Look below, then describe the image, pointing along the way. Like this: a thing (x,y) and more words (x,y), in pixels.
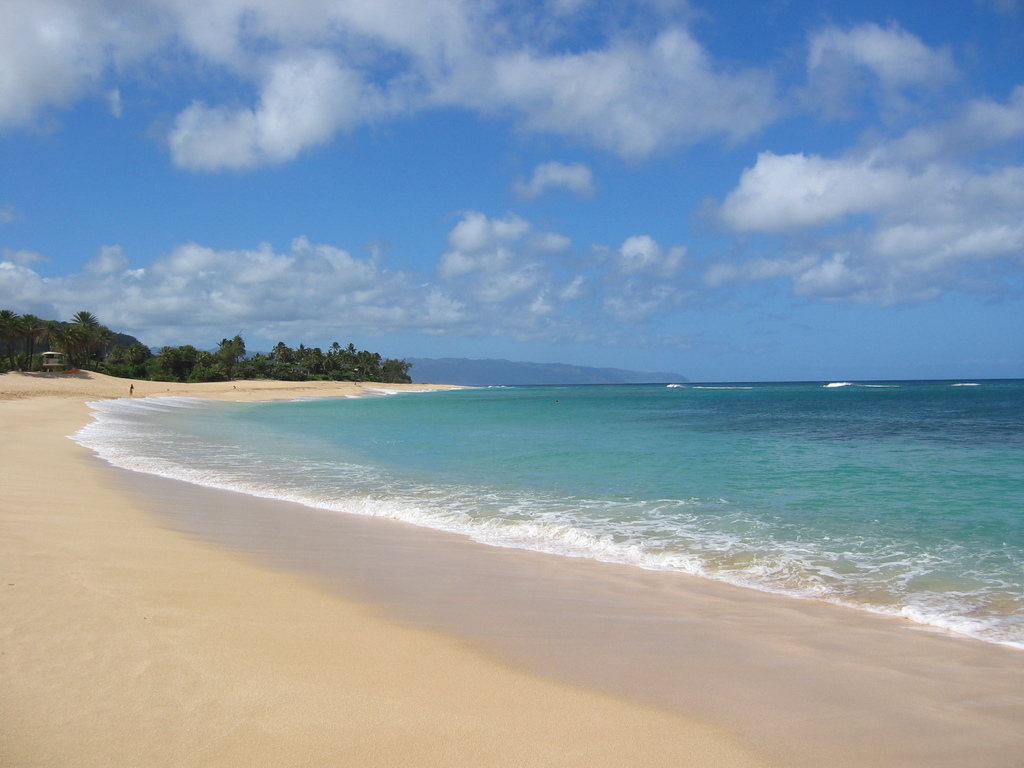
In this image we can see sea (719,463), sand (468,551), hut (50,357), trees (69,340), hills (422,368), sky (404,204) and clouds (350,96).
